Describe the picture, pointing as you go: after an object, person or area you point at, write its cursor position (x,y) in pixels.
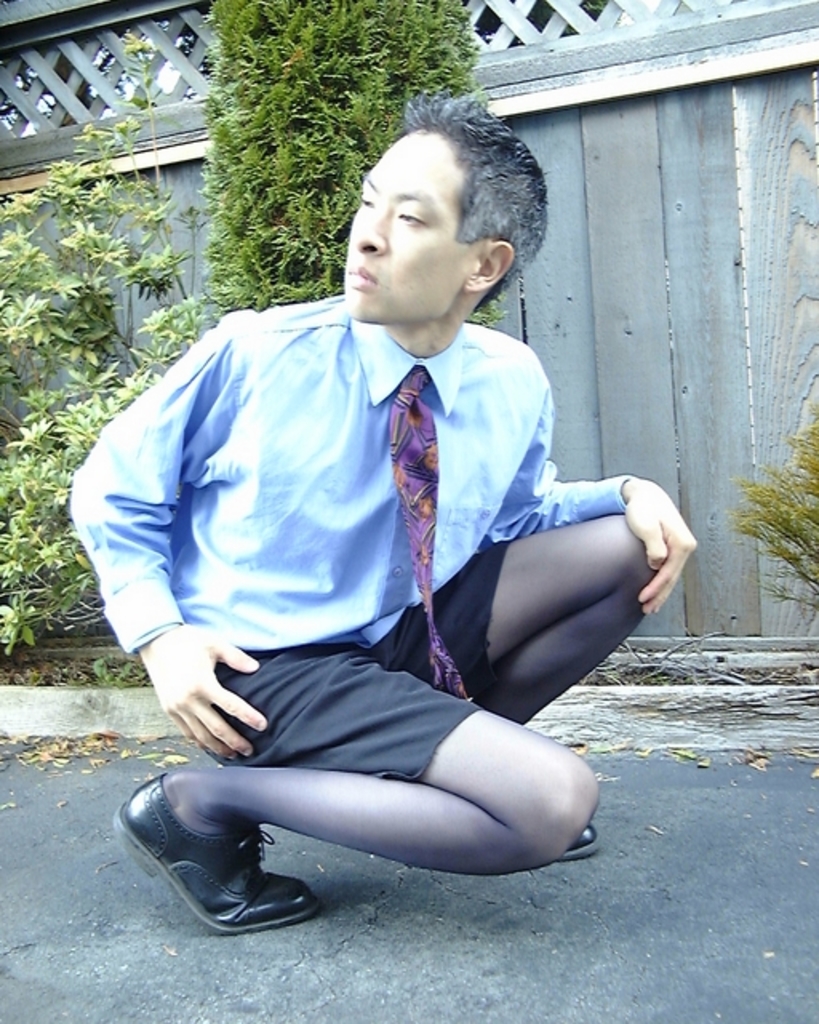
In this image I can see a person (187,778). The person (247,534) wearing blue shirt (247,534), black short (419,698), background (412,3) I can see a fence (630,27), and trees (248,204) in green color.
